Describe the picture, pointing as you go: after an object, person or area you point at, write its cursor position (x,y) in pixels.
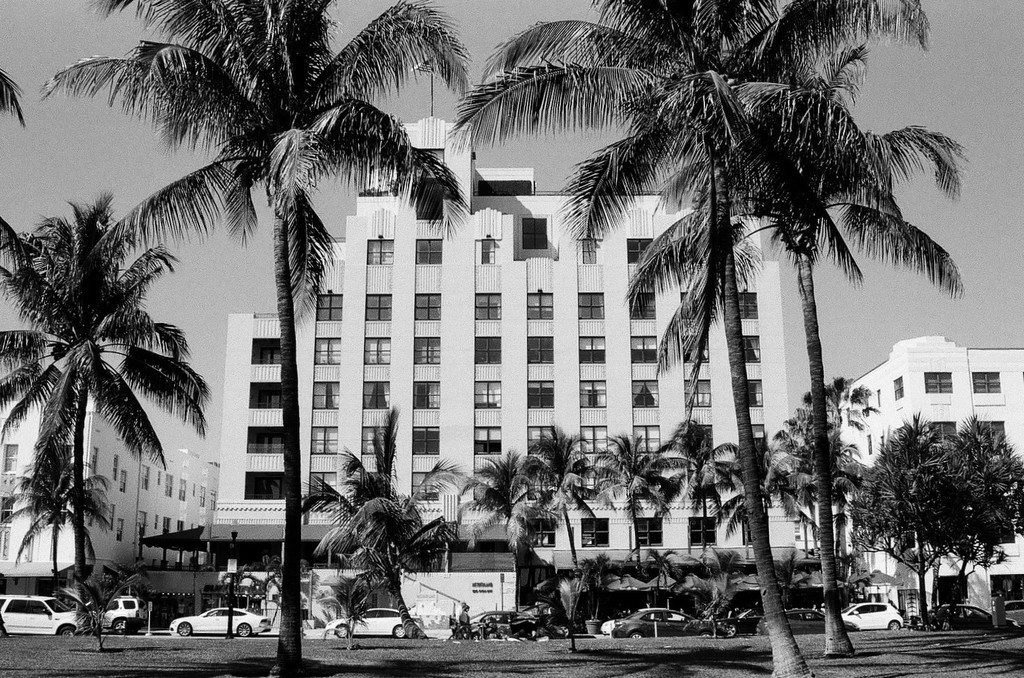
In this image I can see number of vehicles (21,604) and number of trees (797,666) in the front (293,521). In the background (600,407) I can see few buildings (904,409), number of windows (276,475) and I can see this image is black and white in colour. I can also see shadows (1001,639) on the ground (394,661).
